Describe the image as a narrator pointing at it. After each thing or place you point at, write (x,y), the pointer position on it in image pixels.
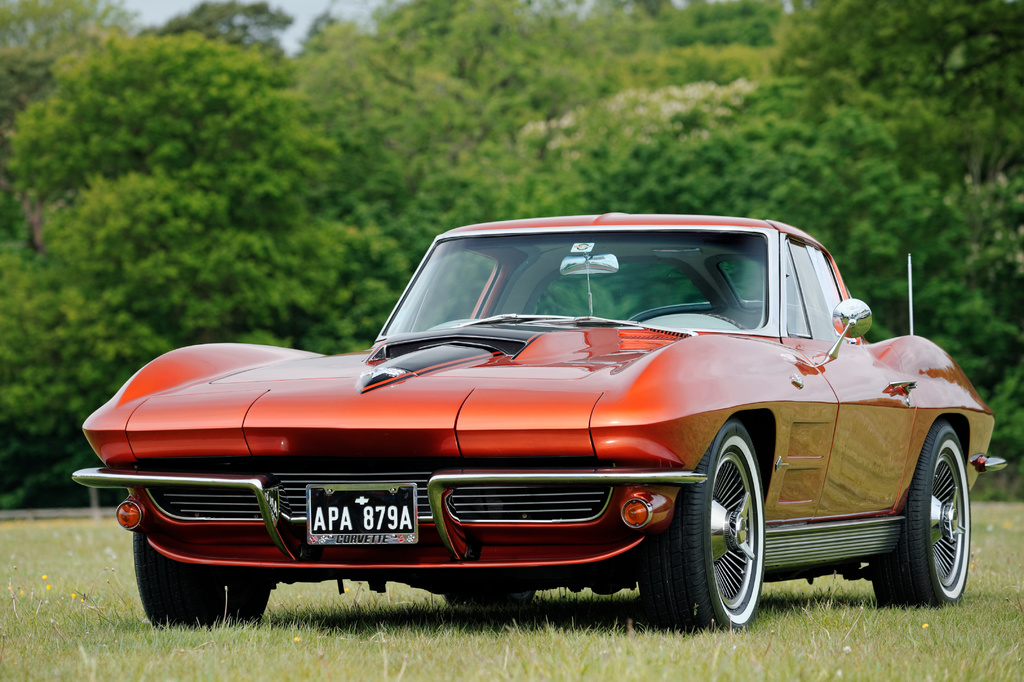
In this image we can see a car (341,360), grass (291,614), trees (53,467), at the top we can see the sky (366,21).
